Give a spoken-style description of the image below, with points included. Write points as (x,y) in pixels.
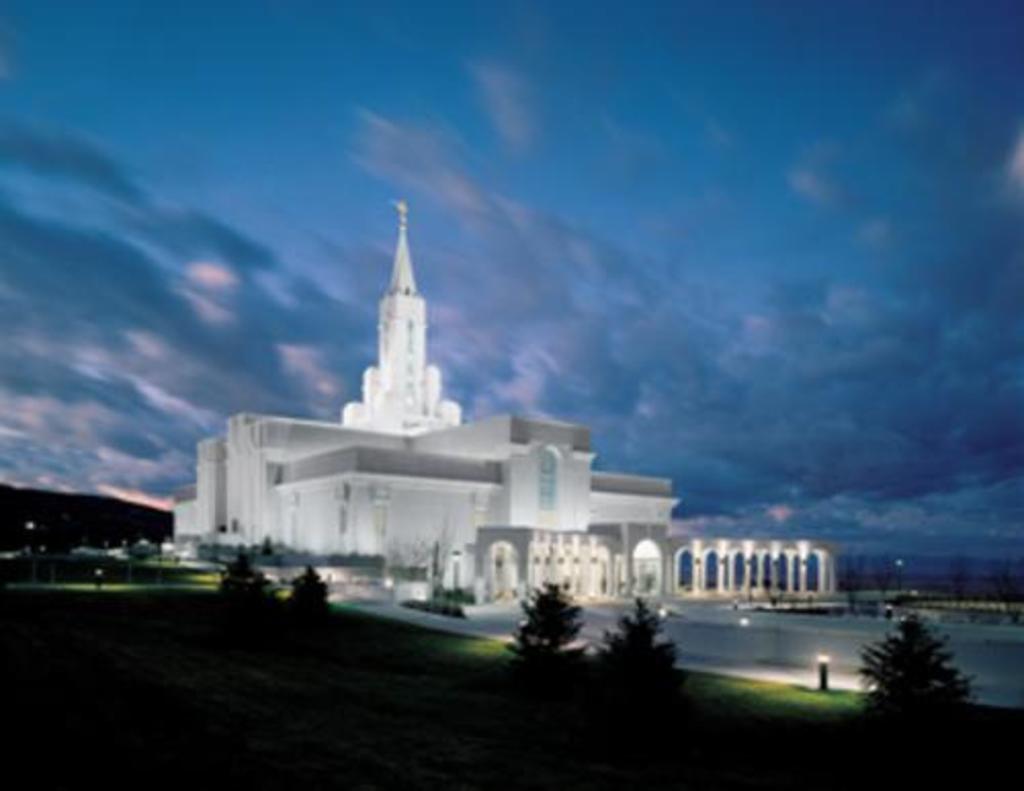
In this picture we can see a white building (365,457) and on the left side of the building (429,513) there are trees (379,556) and lights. Behind the building (352,422) there is the sky (211,122).
